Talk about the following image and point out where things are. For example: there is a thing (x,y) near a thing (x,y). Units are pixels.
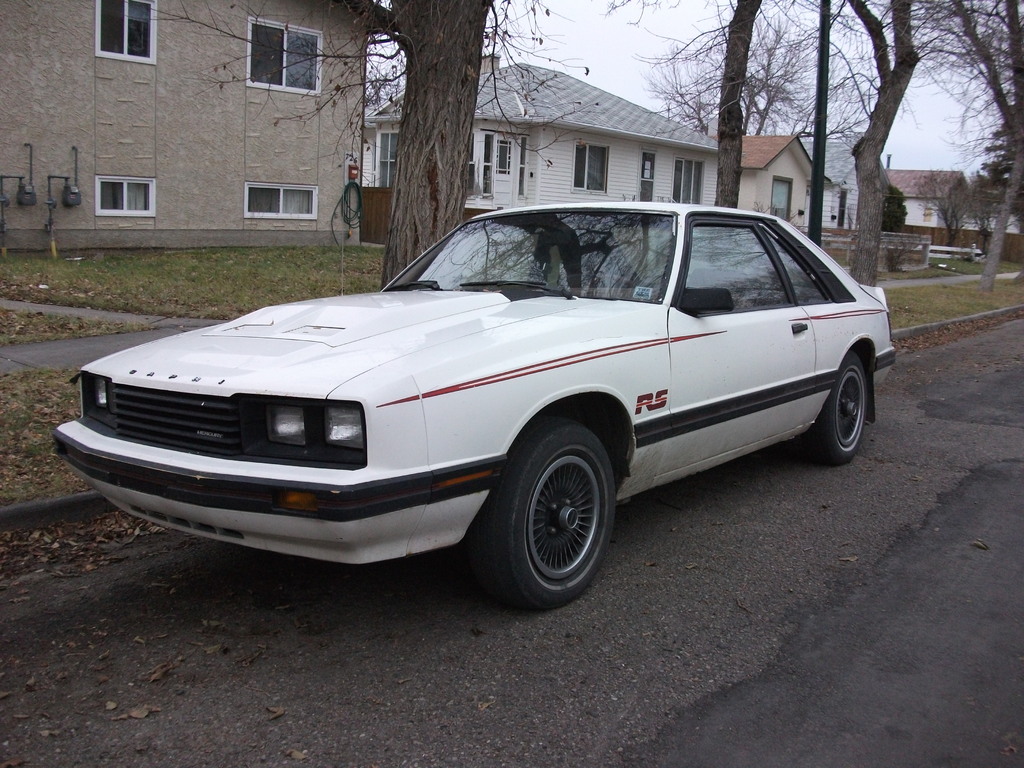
This image is taken outdoors. At the bottom of the image (478,662) there is a road (858,521). In the middle of the image (628,459) a car (67,454) is parked on the road (739,523). At the top of the image (643,51) there is a sky (910,107). In the background (630,176) there are a few houses (326,132) with walls (193,114), windows (300,91), doors (505,148) and roofs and there are a few trees (431,83).
